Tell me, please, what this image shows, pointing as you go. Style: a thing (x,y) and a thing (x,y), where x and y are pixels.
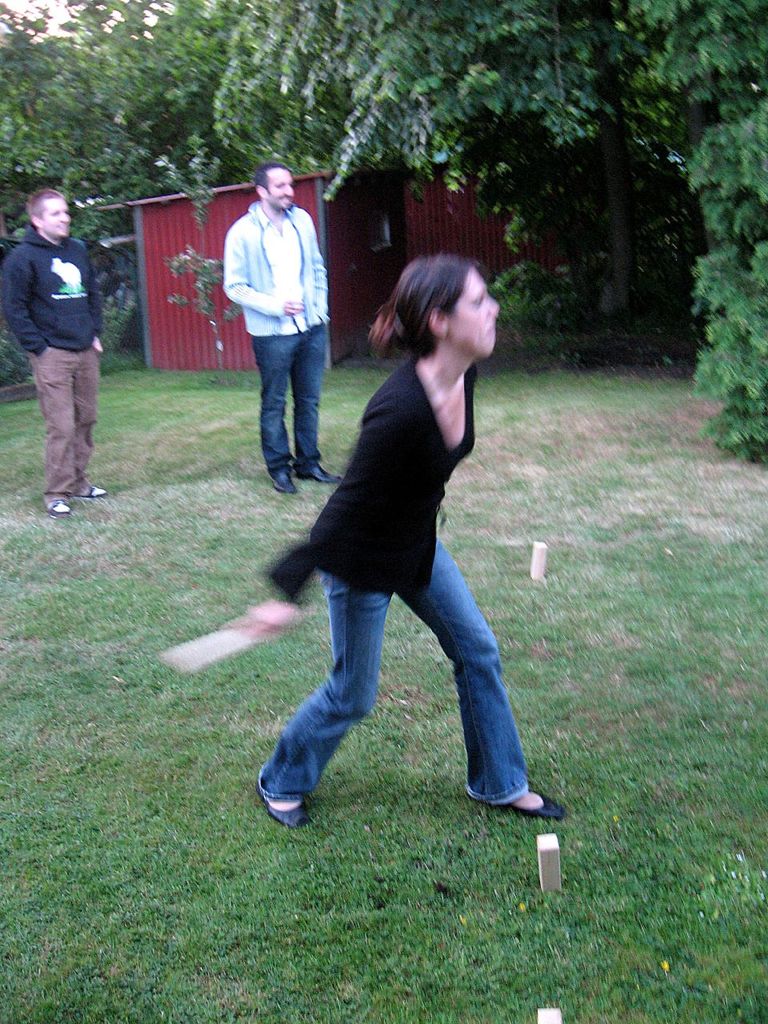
In this image in the front (358,582) there is a woman (374,600) standing and holding an object (222,646) in her hand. In the background (281,332) there are persons (268,291) standing and there are trees (761,258) and there is grass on the ground (332,419) and there are containers (370,235) which are red in colour.
